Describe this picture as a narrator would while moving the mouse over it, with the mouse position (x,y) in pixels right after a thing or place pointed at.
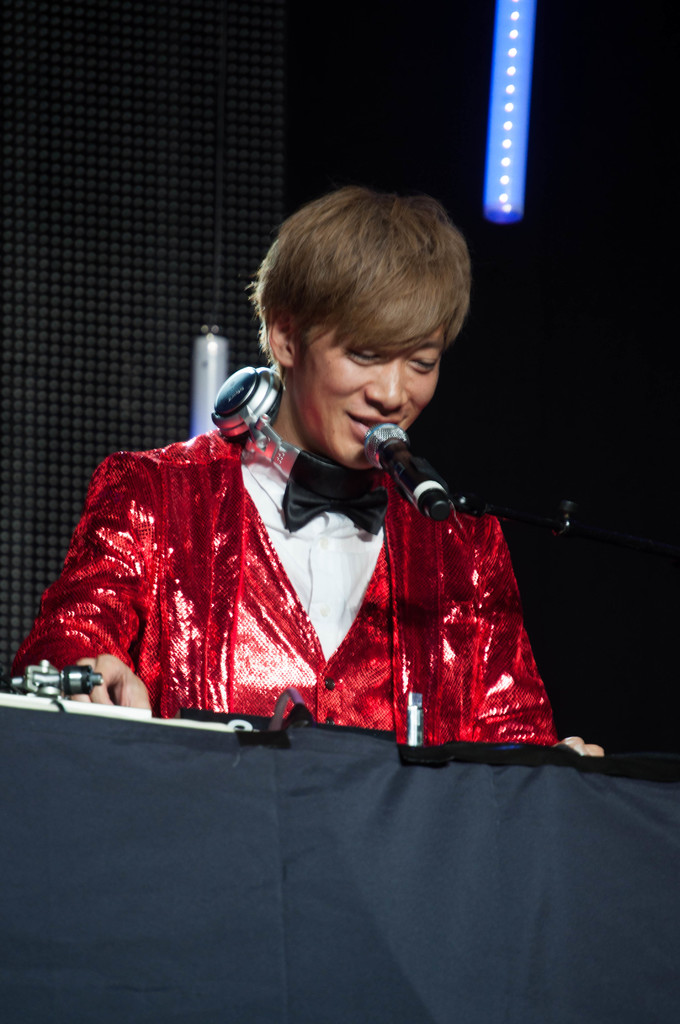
There is a man (403,584) wore headset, in front of this man (411,556) we can see microphone (403,464). Background (493,155) we can see light (493,177).
